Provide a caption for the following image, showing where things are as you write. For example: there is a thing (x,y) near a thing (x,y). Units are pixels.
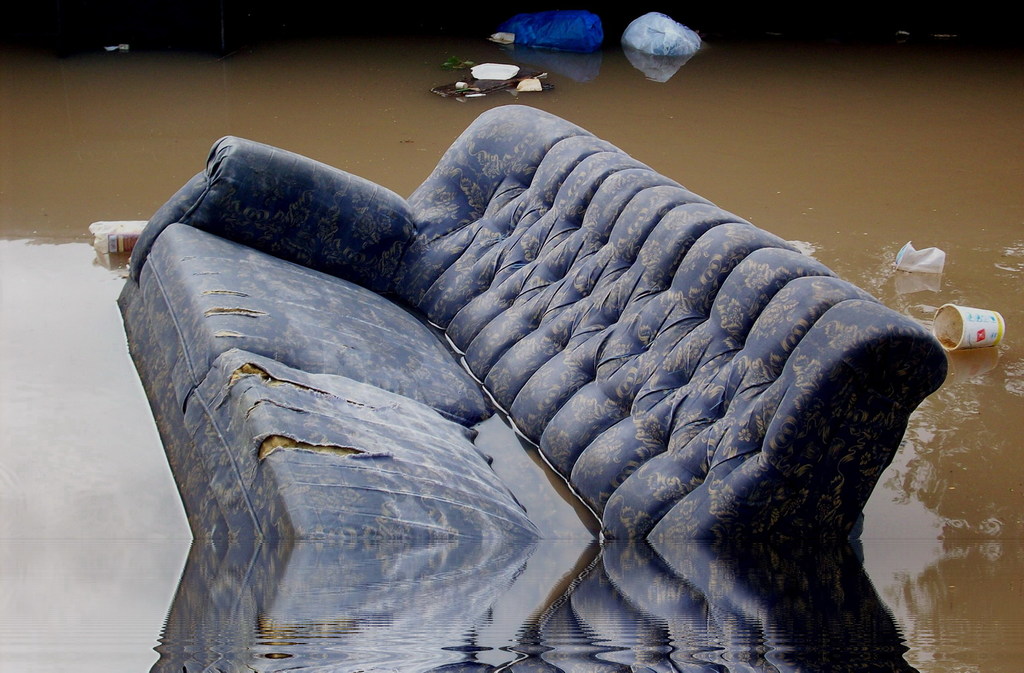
In this picture we can see a sofa (507,316) in the water (152,149), in the background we can see plastic covers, bottle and a cup (961,334) on the water (796,158).
